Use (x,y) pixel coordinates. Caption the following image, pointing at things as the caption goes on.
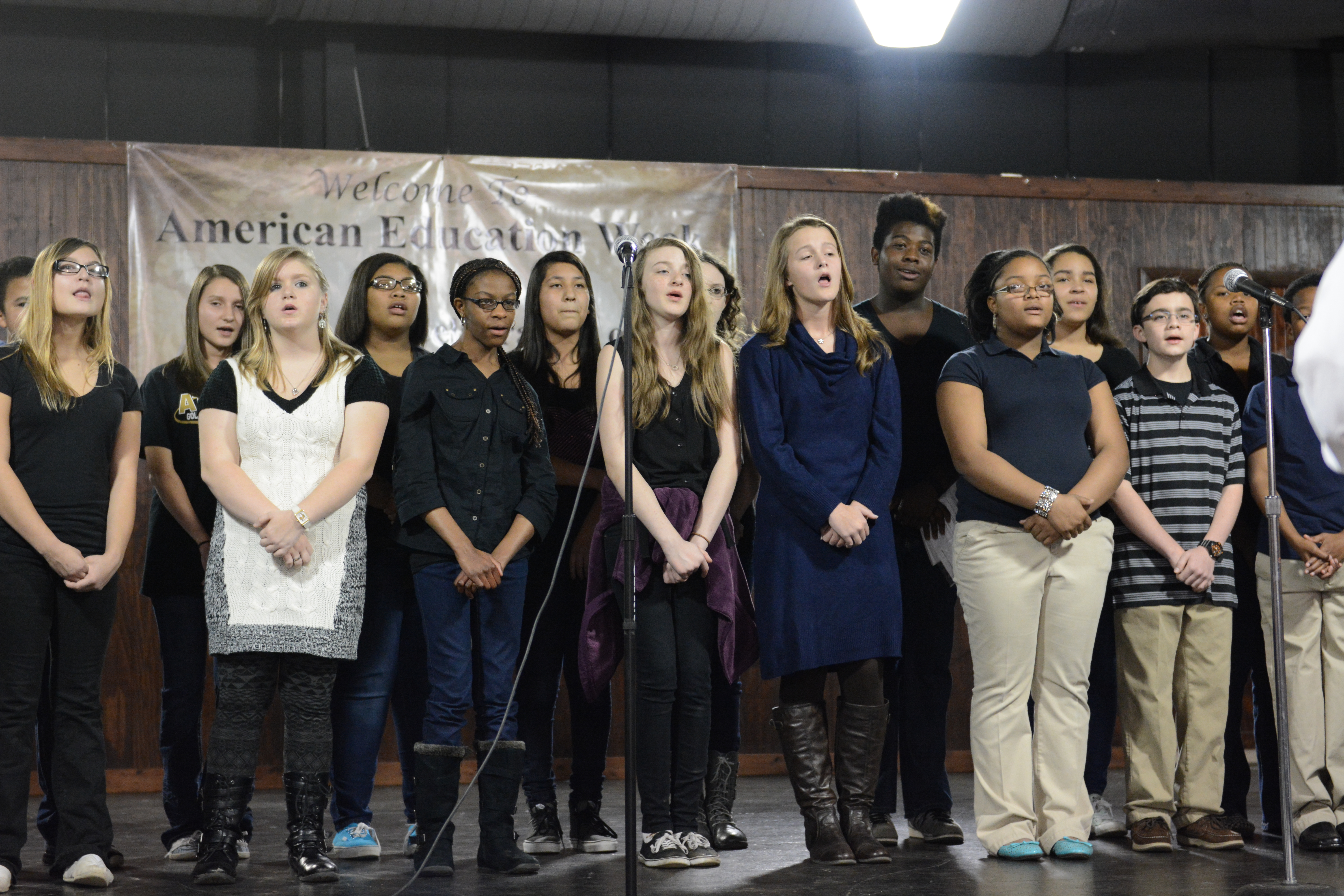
This image is taken indoors. At the bottom of the image (927,869) there is a floor (750,855). In the background (856,237) there is a wall (614,737) with a banner (175,250) on it. In the middle of the image (677,308) a few people (935,414) are standing on the dais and singing and there are two mics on the dais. At the top of the image (902,9) there is a light (889,24).
